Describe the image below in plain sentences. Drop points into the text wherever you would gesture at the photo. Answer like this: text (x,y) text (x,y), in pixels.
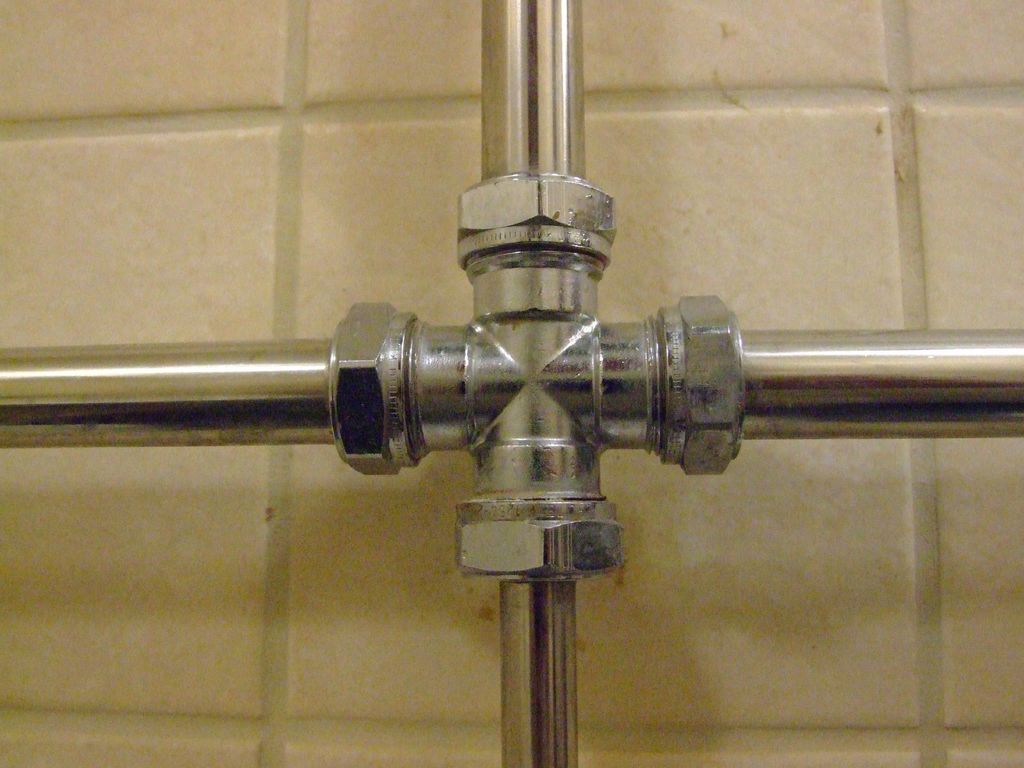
This picture consists of metal object (494,350) in the center of the image (468,426).
